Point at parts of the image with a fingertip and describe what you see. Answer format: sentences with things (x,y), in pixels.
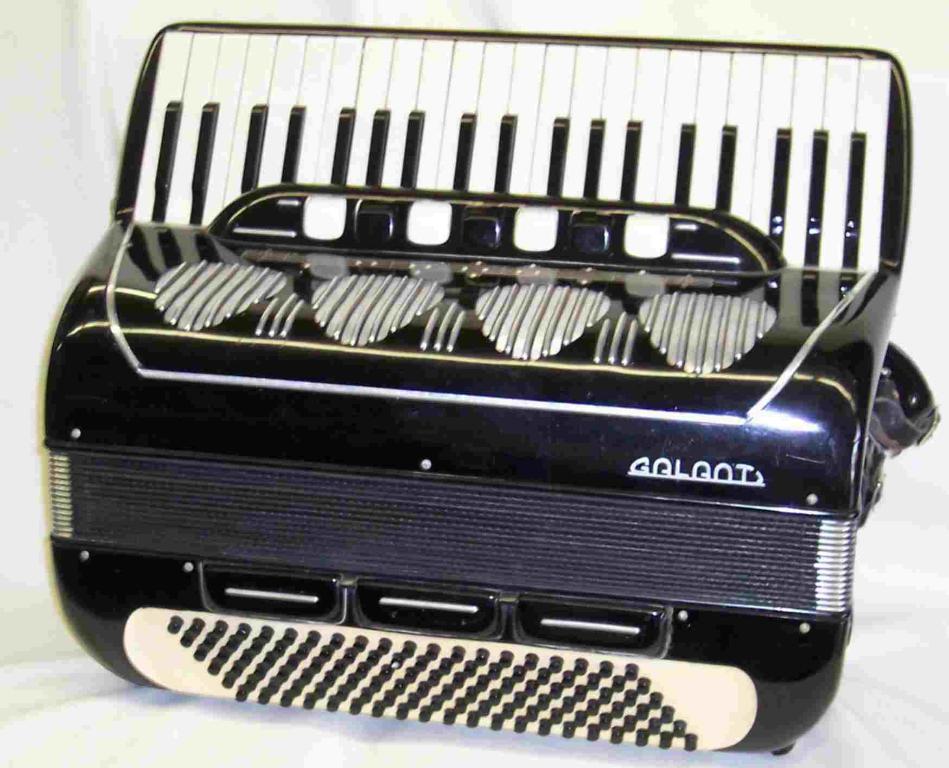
In the center of the image (536,329) there is an accordion (419,349) placed on the table (48,740).
